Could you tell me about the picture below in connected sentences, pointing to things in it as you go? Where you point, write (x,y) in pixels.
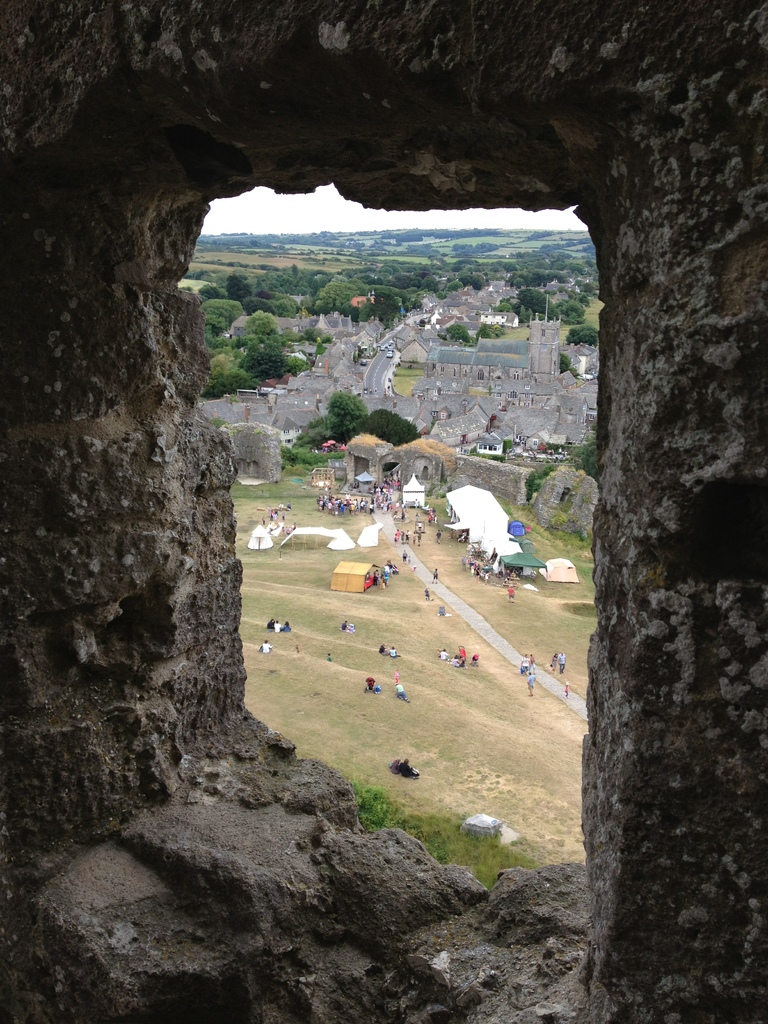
In the foreground (715,934) I can see a cave like wall (718,822), crowd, tents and buildings (505,423). In the background (307,434) I can see trees (263,361), mountains (376,257), vehicles (386,344) on the road (386,344) and the sky (392,215). This image is taken during a day.
